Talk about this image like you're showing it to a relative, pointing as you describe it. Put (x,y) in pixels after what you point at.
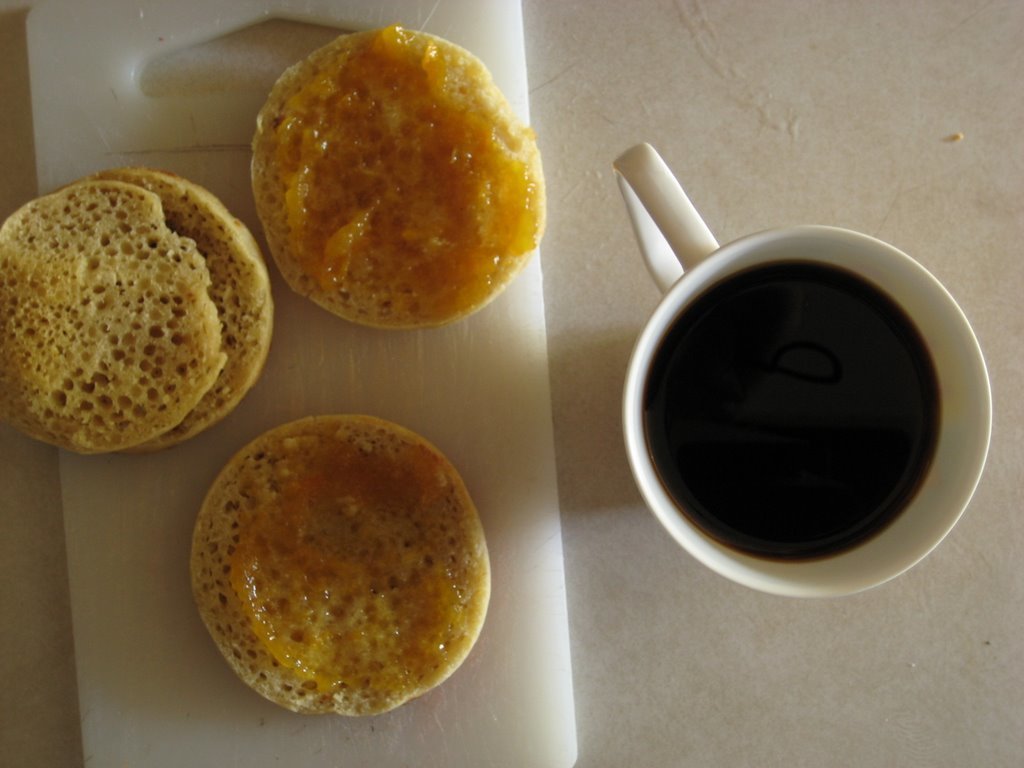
In this picture I can see food (410,245) on the chopping board (133,719) and a cup (673,302) of coffee on the white color table (664,151).
